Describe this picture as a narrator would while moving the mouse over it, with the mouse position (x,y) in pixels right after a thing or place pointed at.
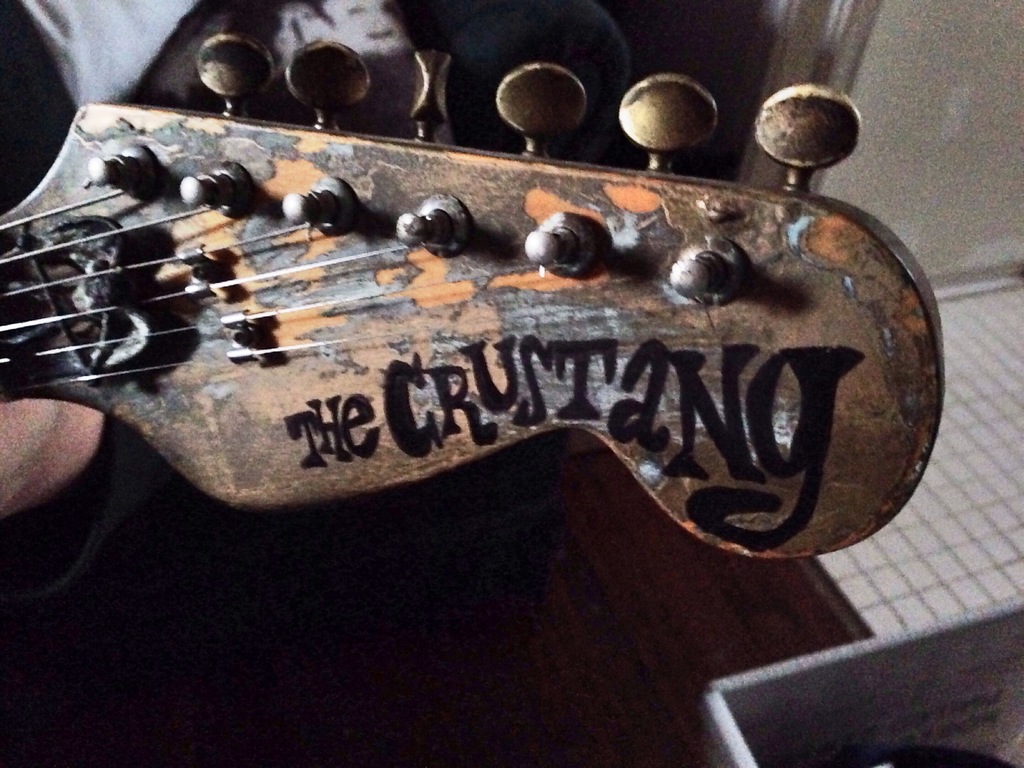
This picture shows a guitar (626,465) and its strings (56,320).
